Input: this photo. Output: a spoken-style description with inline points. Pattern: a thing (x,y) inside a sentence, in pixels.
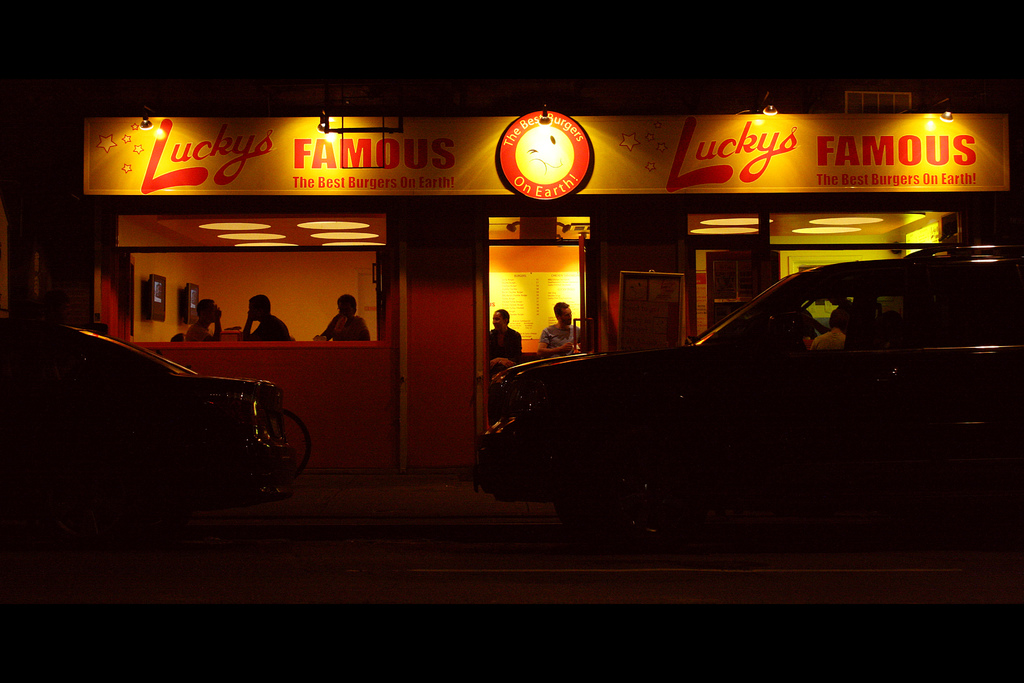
In the image it is a burger cafe (383,314), there are some people (350,327) sitting inside the cafe (528,327), to the wall (508,257) there is a menu (545,317), outside the restaurant (464,444) there are two cars (695,421), the background (69,102) is dark because it is night.
